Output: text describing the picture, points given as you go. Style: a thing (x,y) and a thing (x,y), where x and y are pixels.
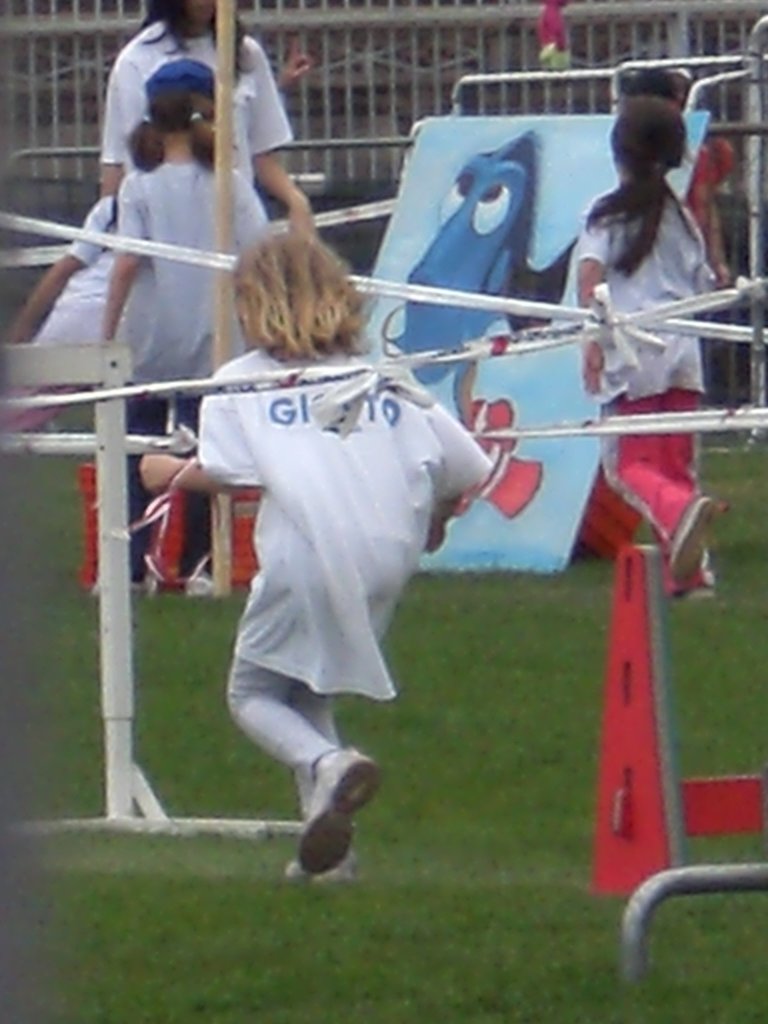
In the center of the image (443,466) there are girls (436,405). There are poles (97,375). In the background of the image (612,53) there is a fencing (516,14). At the bottom of the image (314,945) there is grass (317,958).
